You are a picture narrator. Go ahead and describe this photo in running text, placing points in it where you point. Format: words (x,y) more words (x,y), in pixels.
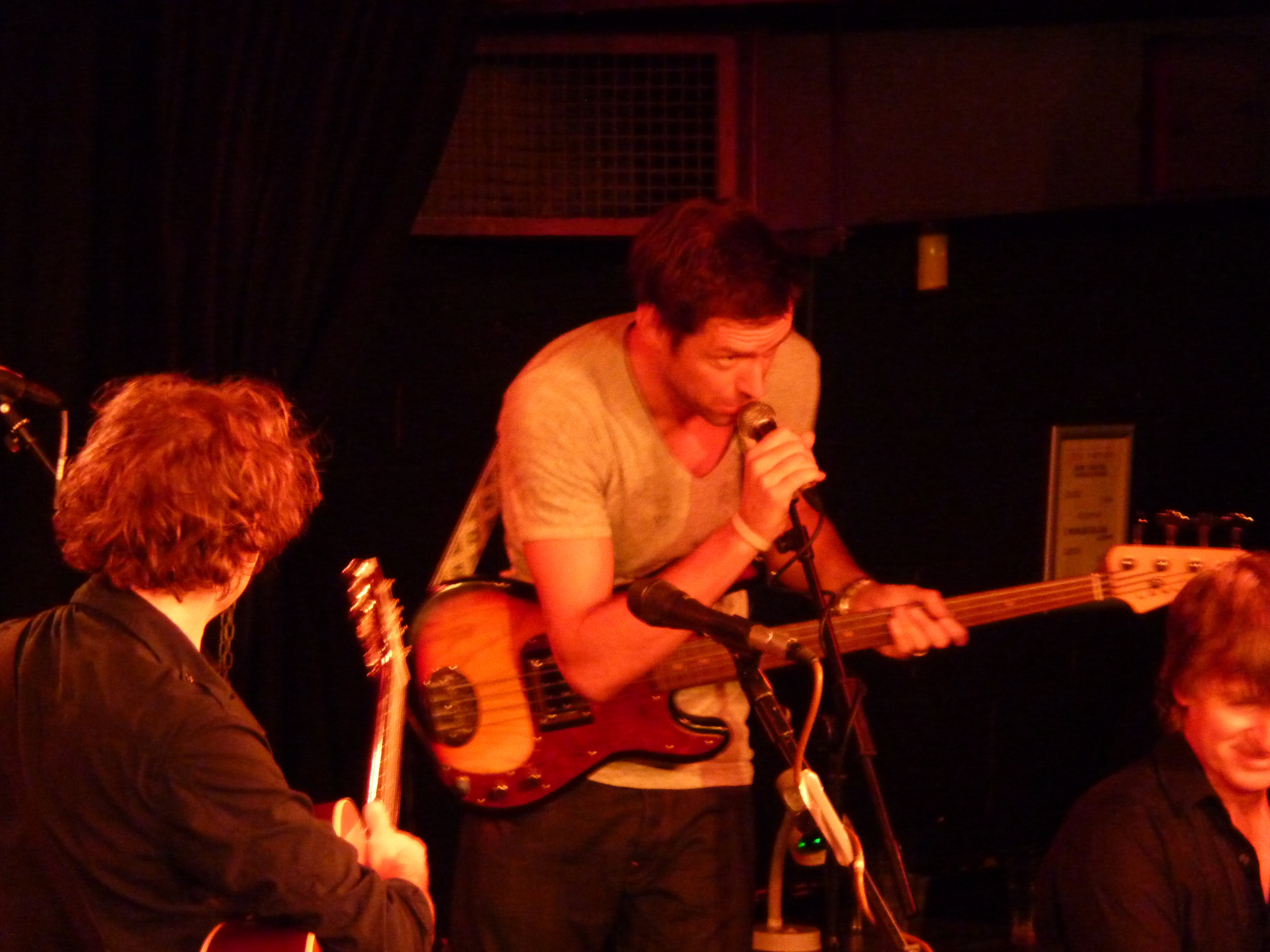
In this image i can see few persons (554,641) standing and holding guitar (467,706) in their hands (770,447), the person (625,624) in the middle (671,333) is holding a microphone (765,413) in his hand (763,473). In the background (867,490) i can see a black curtain (40,349) and a microphone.
